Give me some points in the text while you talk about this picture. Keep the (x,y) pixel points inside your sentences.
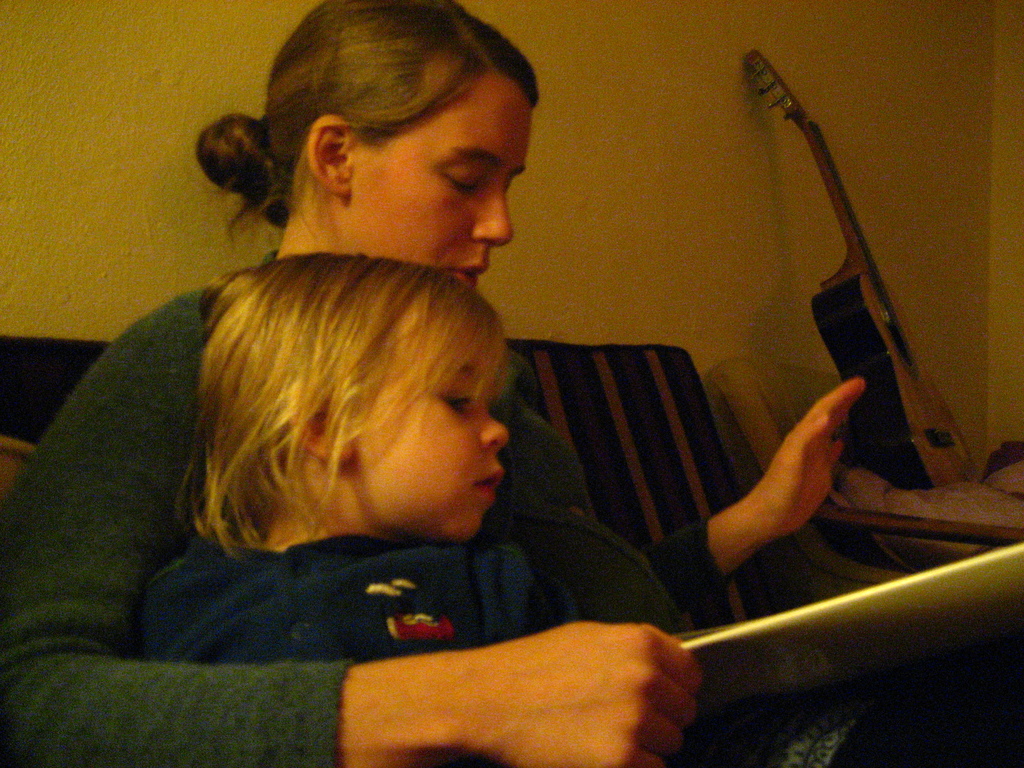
In this image there are two person (347,411) truncated towards the bottom of the image (580,542), the person (331,139) is holding an object (856,598), there are objects (1007,511) truncated towards the right of the image (992,498), there is a guitar (847,242), there is an object (32,400) truncated towards the left of the image (52,382), at the background of the image (661,178) there is a wall (657,147) truncated.
